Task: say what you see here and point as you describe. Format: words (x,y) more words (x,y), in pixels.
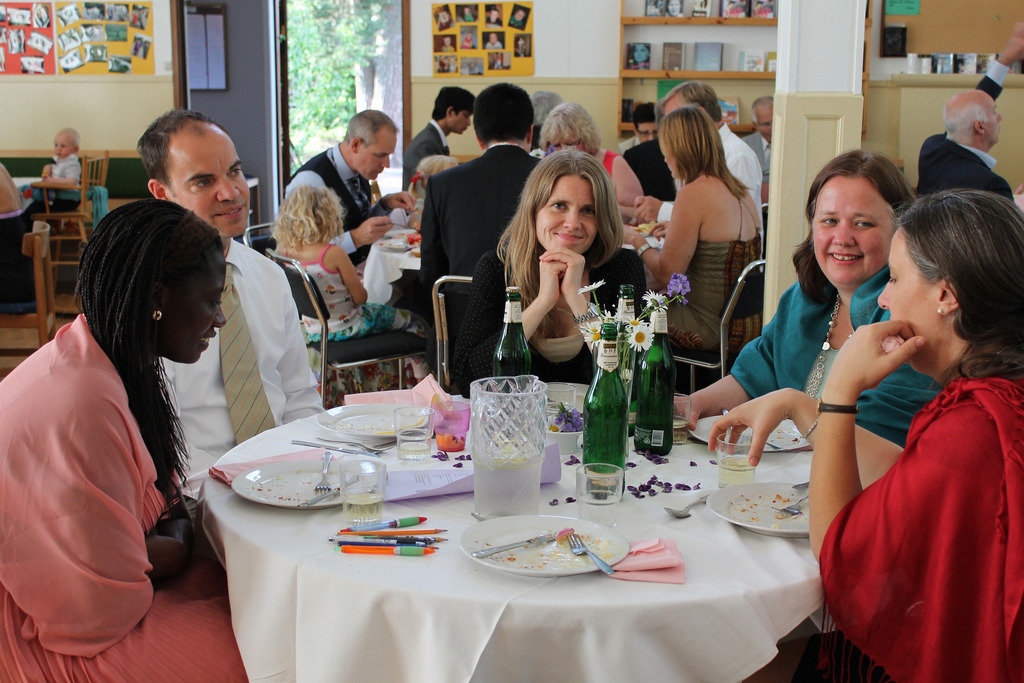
In this image we can see people (811,266) are sitting on the chairs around the table (370,556). We can see pens (375,544), plates (536,551), knife (540,537), forks (598,564), glasses (596,505), papers (422,484), bottles (647,382) and flower vase (631,330) on table (633,527). In the background (506,59) we can see photos (493,56) on wall (565,51).
